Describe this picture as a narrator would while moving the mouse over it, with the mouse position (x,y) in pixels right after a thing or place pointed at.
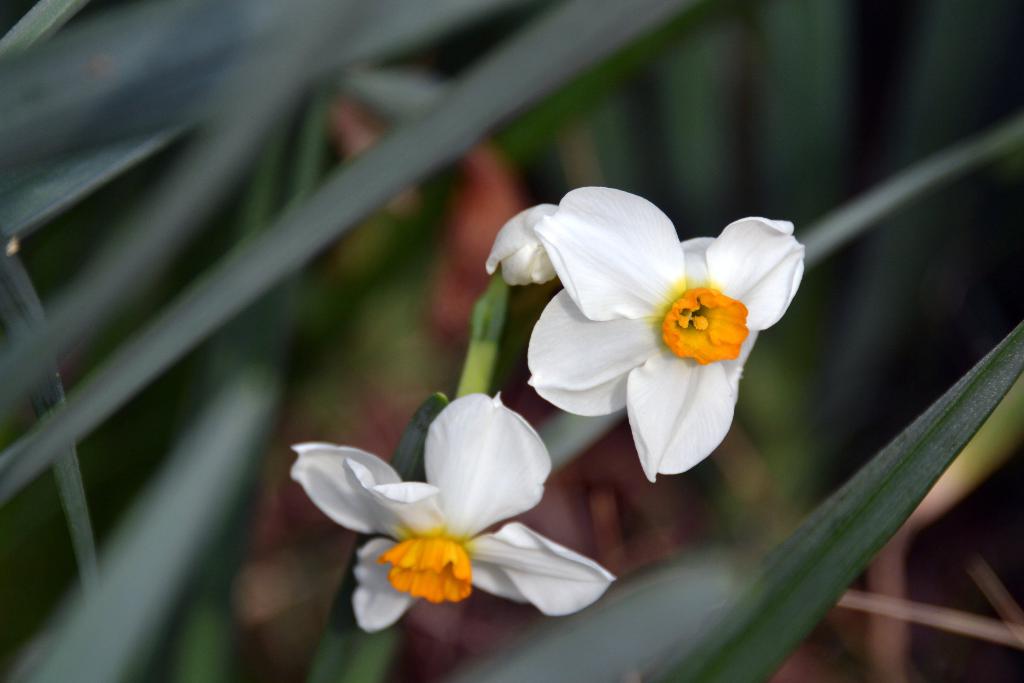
In this image there is a plant (405,463) with two white color flowers (406,500), and there is blur background (47,283).
